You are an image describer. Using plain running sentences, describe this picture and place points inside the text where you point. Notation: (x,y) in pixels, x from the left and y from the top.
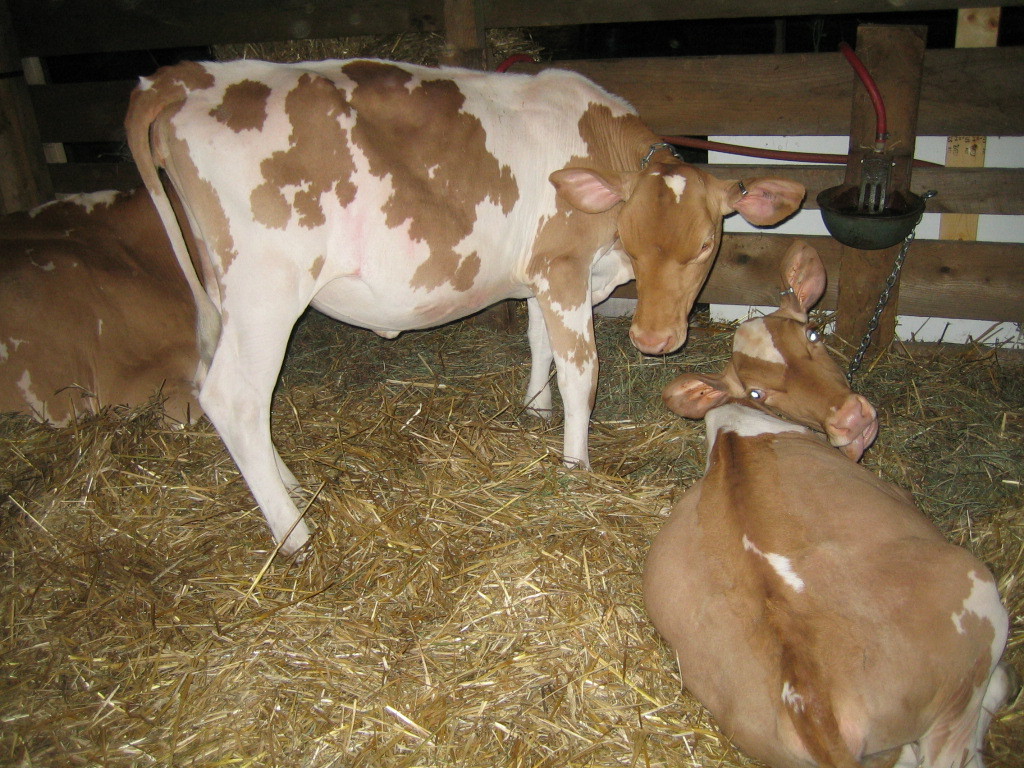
In this picture we can see cows (367,292) on the grass (351,366), wooden fence (830,284), bowl (877,244), chain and pipes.
